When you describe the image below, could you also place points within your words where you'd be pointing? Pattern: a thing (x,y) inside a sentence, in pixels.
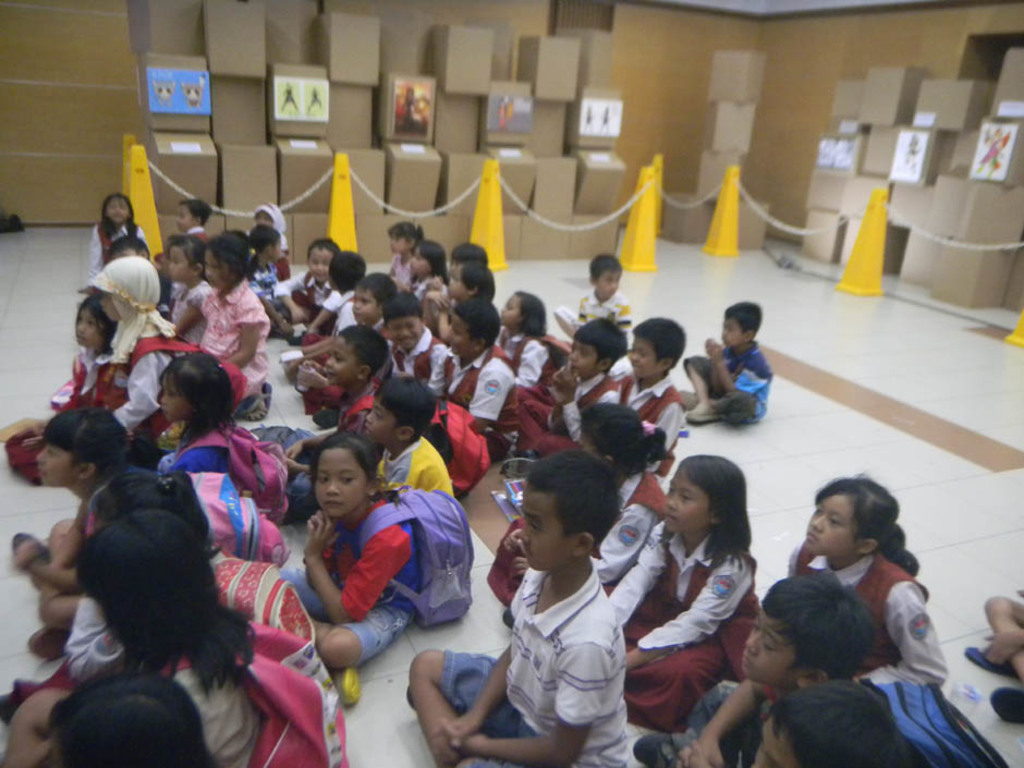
At the bottom of this image (575,646), there are children (192,288) in different colored dresses (212,290) sitting on a floor (526,282). In the background (986,217), there are boxes (317,202), a fence (497,202) and a wall (11,9).
